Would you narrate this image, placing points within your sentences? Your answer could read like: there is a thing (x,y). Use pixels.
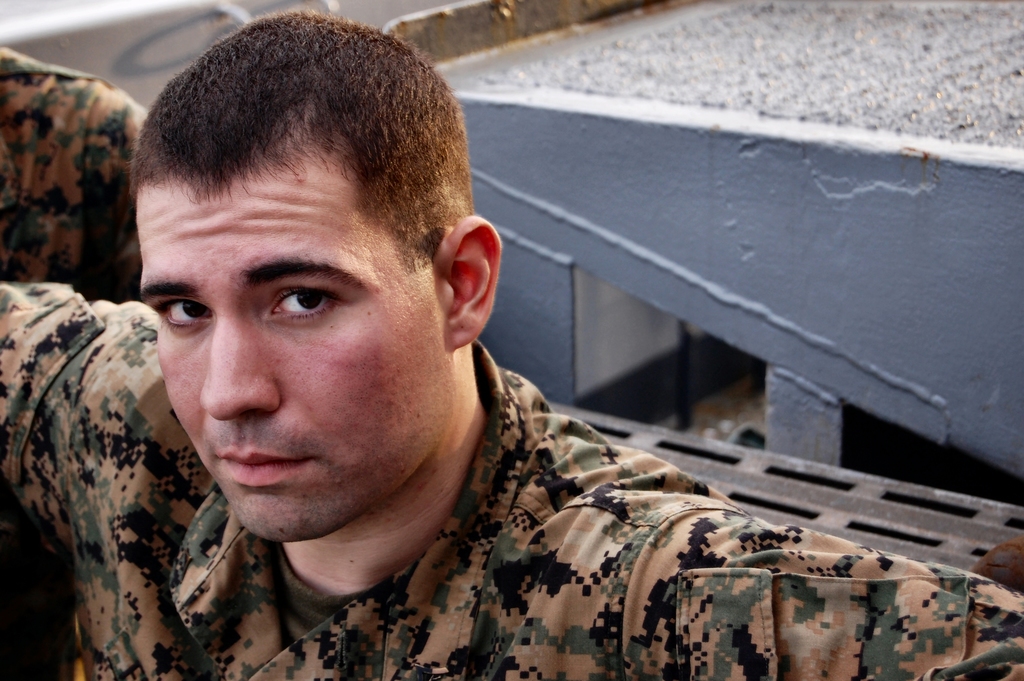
In this image we can see a person (449,606) wearing army uniform (169,601). In the background (25,108), we can see another person (71,176) and an object (911,322) here.
